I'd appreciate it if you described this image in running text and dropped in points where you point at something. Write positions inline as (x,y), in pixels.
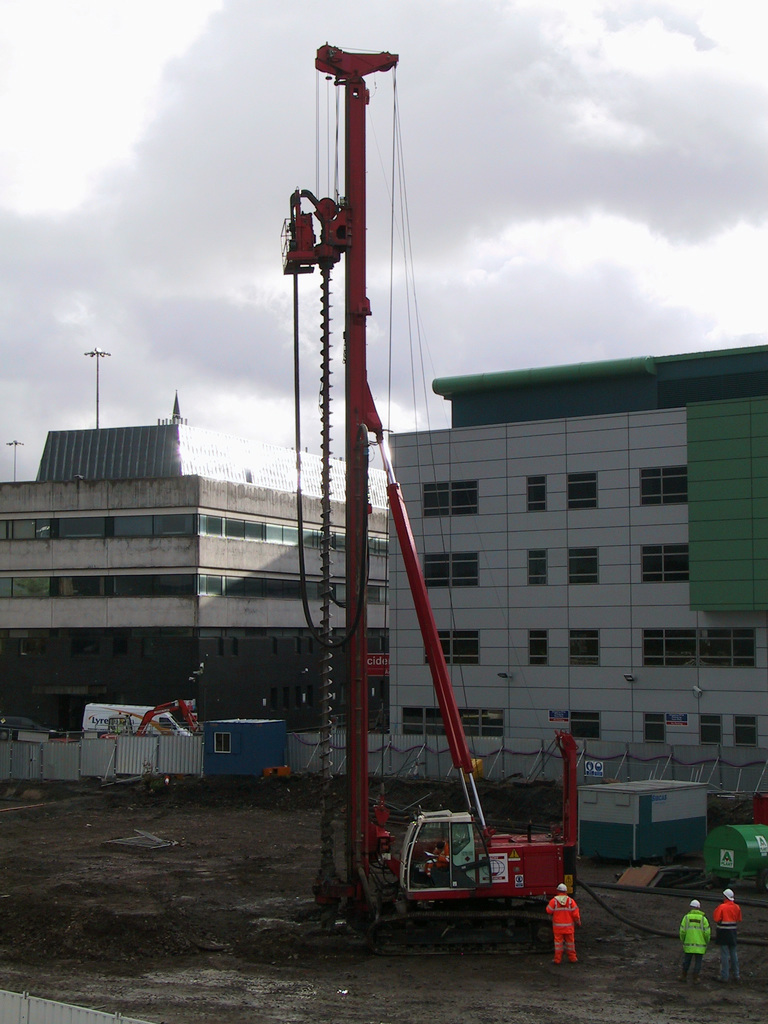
Here we can see vehicles (352,726) and three persons (727,916). In the background (617,697) there are buildings (345,528), poles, and sky (567,288) with clouds (623,299).
